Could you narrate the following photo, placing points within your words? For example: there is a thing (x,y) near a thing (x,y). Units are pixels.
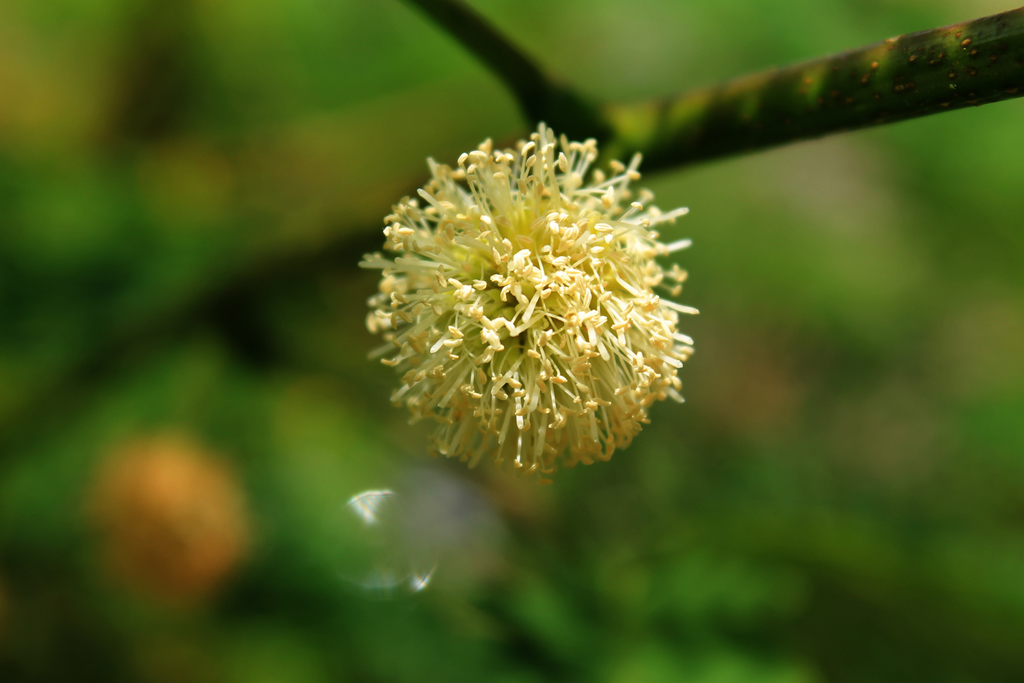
This image consists of a flower (499,311) which is in the center (561,282).
